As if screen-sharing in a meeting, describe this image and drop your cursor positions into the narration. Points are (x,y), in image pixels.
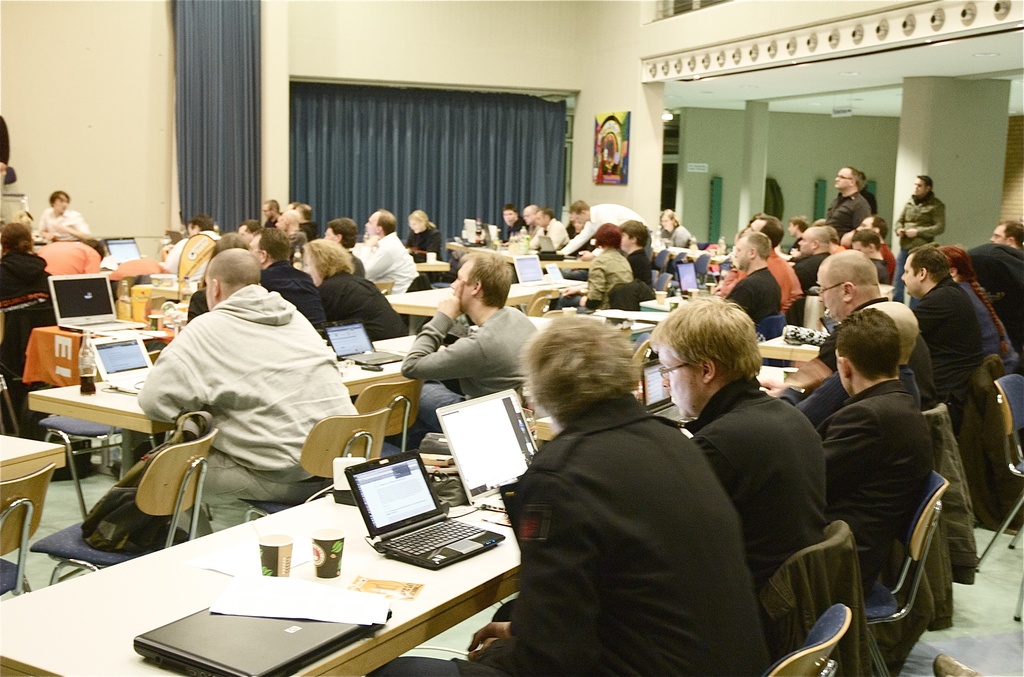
On the background (450,135) we can see poster (605,118) over a wall (637,143), curtains (254,171). These are pillars (754,213). We can see few persons (867,211) standing here. This is a floor (960,597). Here we can see all the persons (675,439) sitting on chairs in front of a table (463,509) and on the table (371,567) we can see laptops (385,518), glasses (275,550), papers (282,582).
